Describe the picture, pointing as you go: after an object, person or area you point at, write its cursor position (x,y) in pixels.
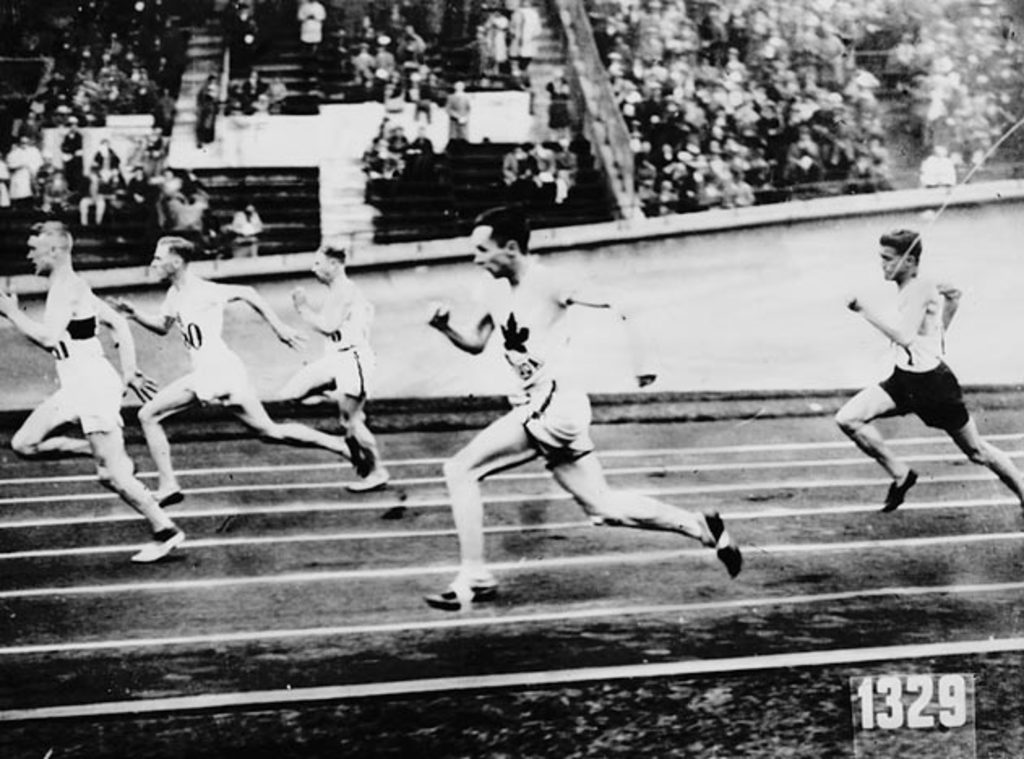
This looks like an old black and white picture. I can see five people (531,403) running. This looks like the wall (696,250). In the background (376,148), there are groups of people (394,150) sitting and standing. These are the chairs (389,188). At the bottom of the image (864,681), I can see the watermark (898,722).
